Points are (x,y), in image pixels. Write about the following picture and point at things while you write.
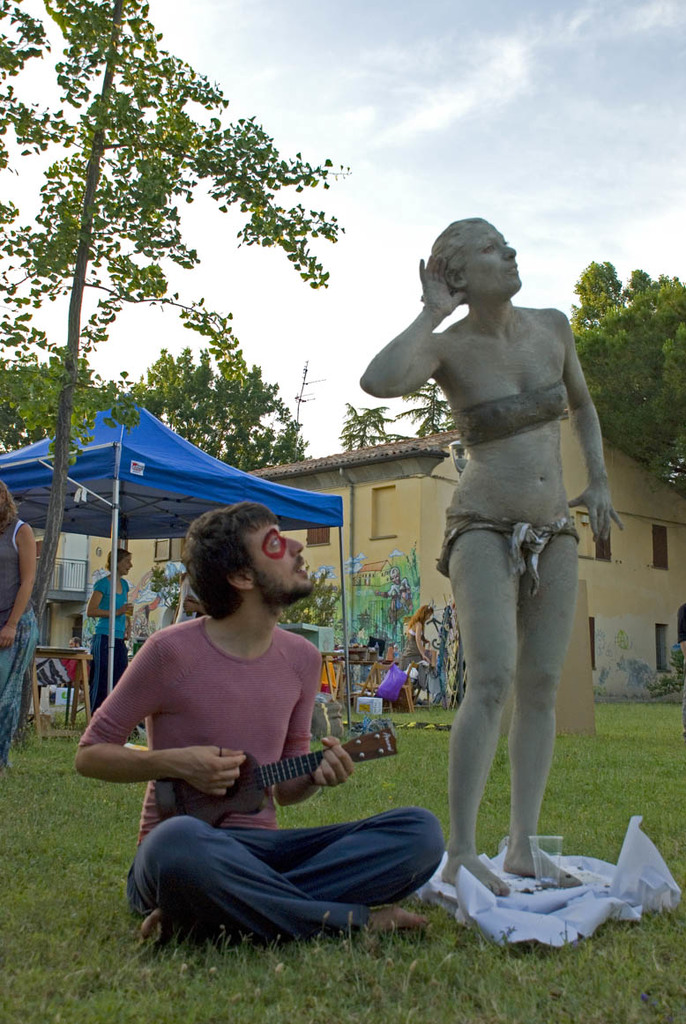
In this image, there is a person (250,685) sitting and wearing clothes (196,870). This person (281,862) is sitting on the ground (292,970). There is another person (549,428) standing on the cloth (519,890). There are some trees (249,382), tent (180,458) and house (369,476) behind this person (208,696). There is grass (37,864) on the ground (53,967). There is a sky (311,314) at the top (283,53).
